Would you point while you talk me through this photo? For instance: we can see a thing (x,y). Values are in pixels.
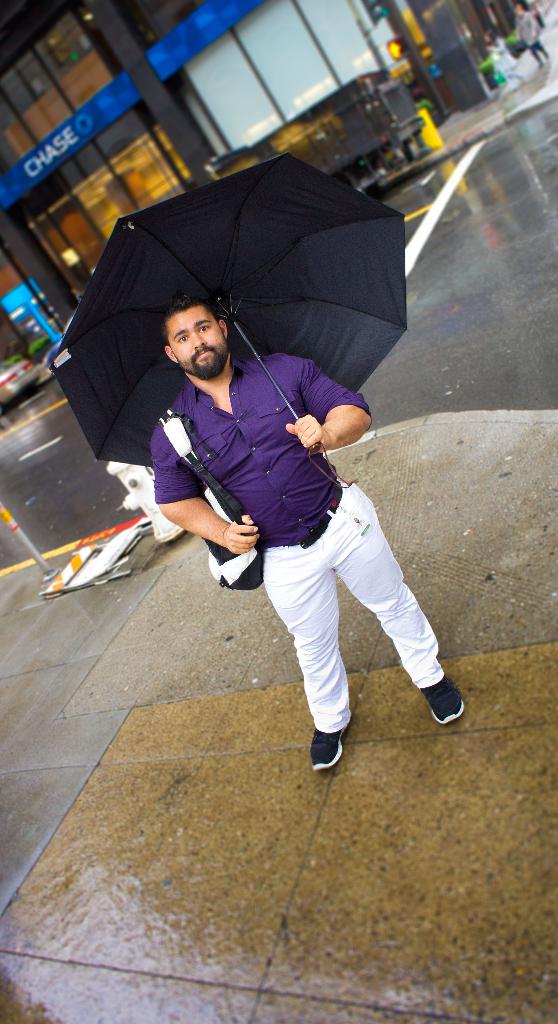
In the foreground of the image (297,607) we can see a person (314,515) wearing a dress (297,510) is holding an umbrella (248,323) in his hand (301,428) and carrying a bag (219,501). In the center of the image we can see fire hydrant (158,513), pole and some vehicles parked on the road (9,560). In the background (529,48), we can see a building (207,157) with windows (70,180), sign boards (188,58) with text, a group of persons (536,36) standing on the ground (519,59) and some plants (484,66).
